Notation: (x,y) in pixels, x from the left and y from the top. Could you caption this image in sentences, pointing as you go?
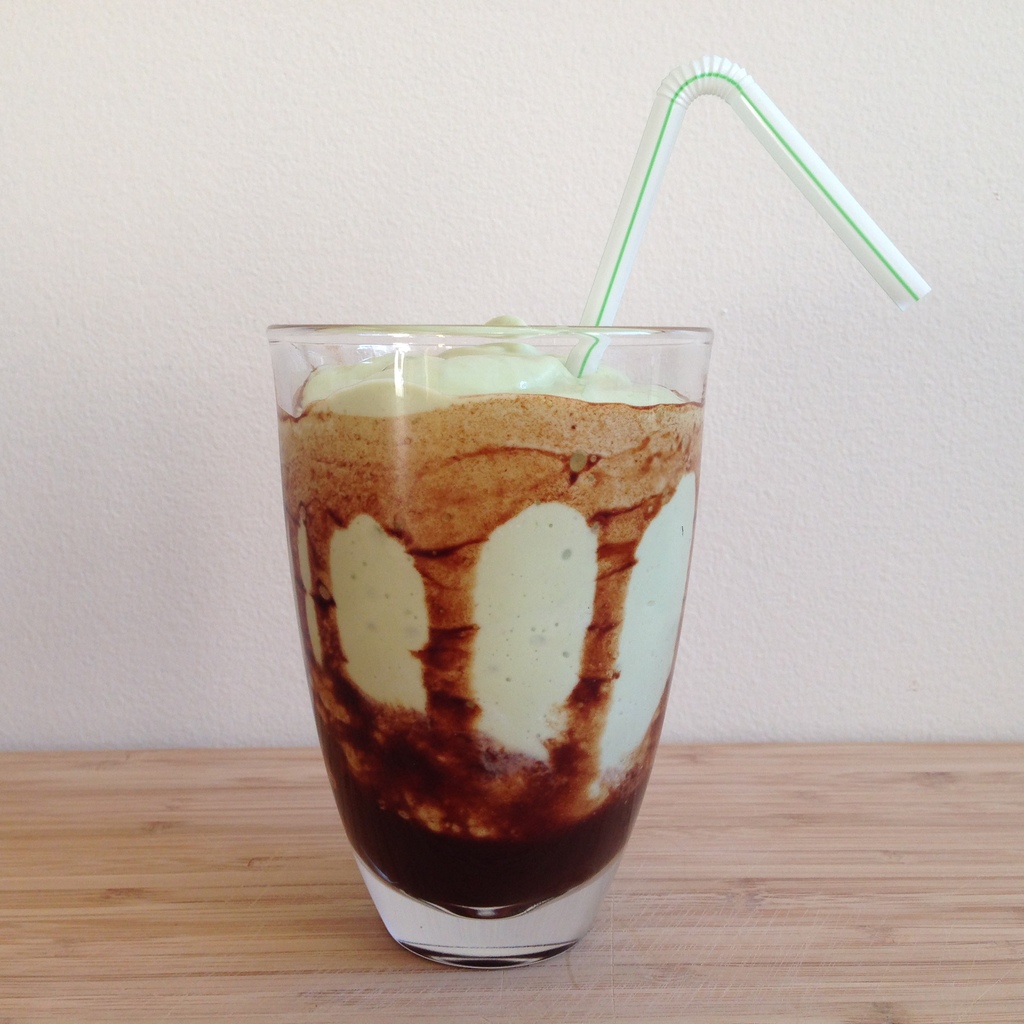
In this picture we can see a glass (636,353) with a straw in it and this glass (539,412) is placed on a table (70,958) and in the background (99,326) we can see the wall (501,169).
